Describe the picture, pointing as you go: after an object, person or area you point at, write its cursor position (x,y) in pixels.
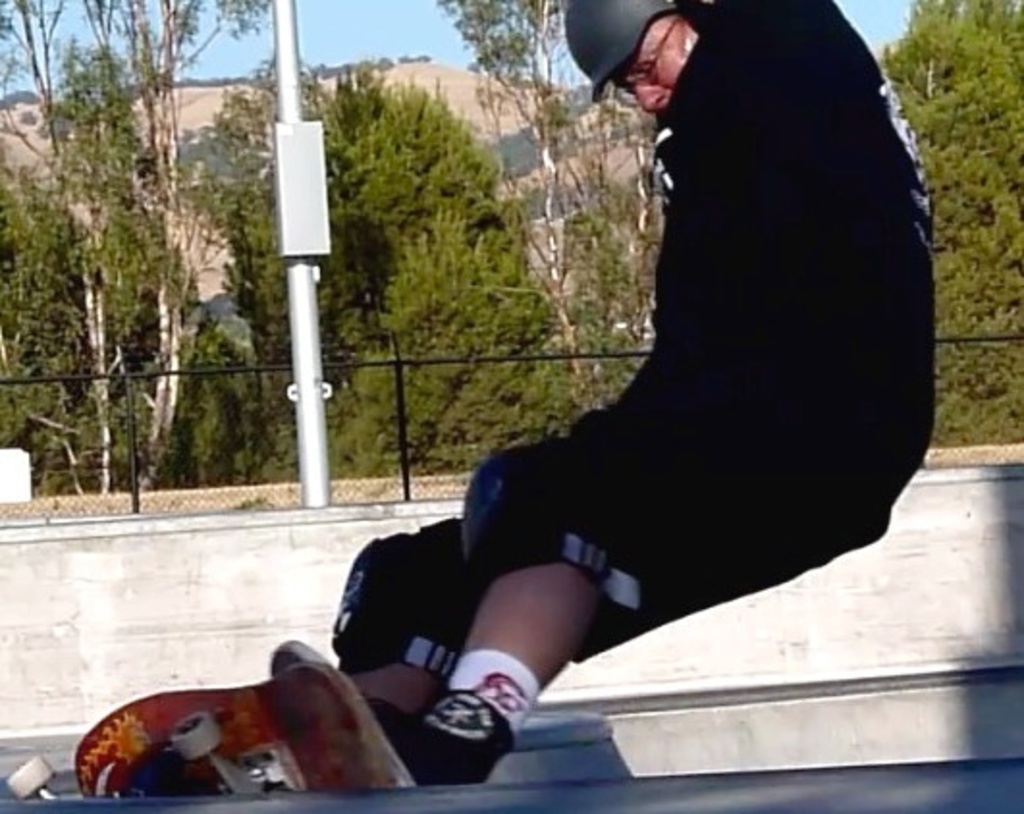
This image is taken outdoors. At the bottom of the image (659,757) there is a skating rink (522,759). In the middle of the image (578,515) a man (748,448) is skating on the skating rink (504,813) with a skateboard (272,712). In the background (329,652) there is a wall (187,607) with a railing (989,340) and there is a pole (288,32). There are many trees (501,266) and a hill (402,69). At the top of the image (309,43) there is a sky (196,58).
